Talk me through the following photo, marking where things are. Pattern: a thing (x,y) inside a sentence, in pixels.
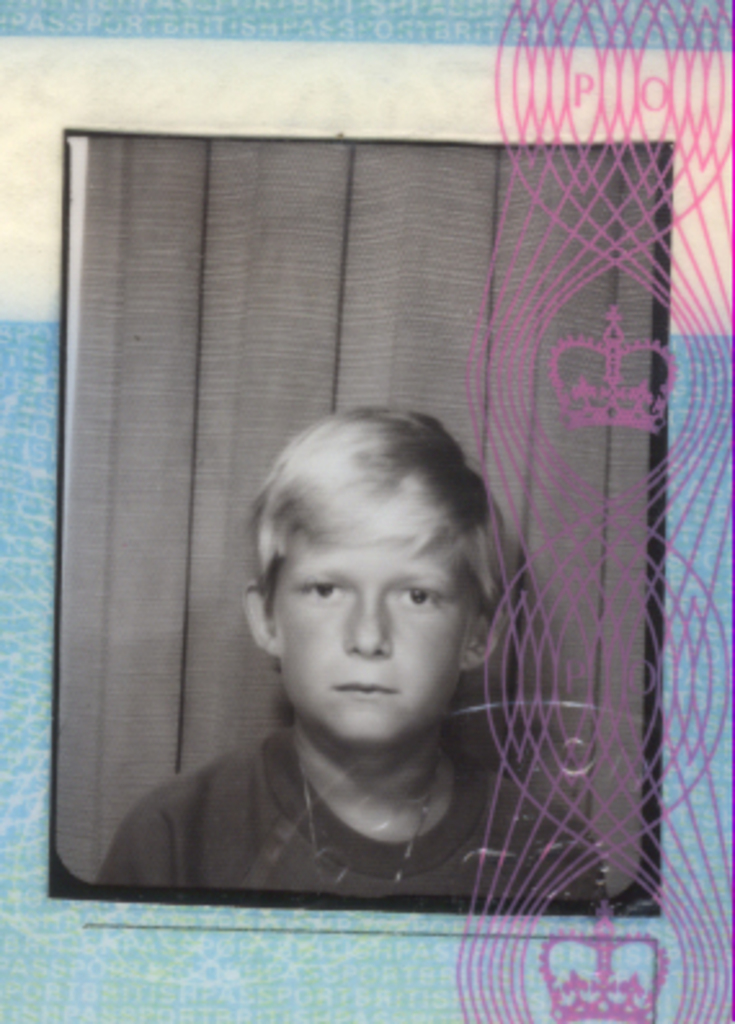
In this picture we can see photo (317,655) of a boy (401,783) on a passport page (237,917). On the right side of the image (627,587) logos (578,951) and design (576,792).
